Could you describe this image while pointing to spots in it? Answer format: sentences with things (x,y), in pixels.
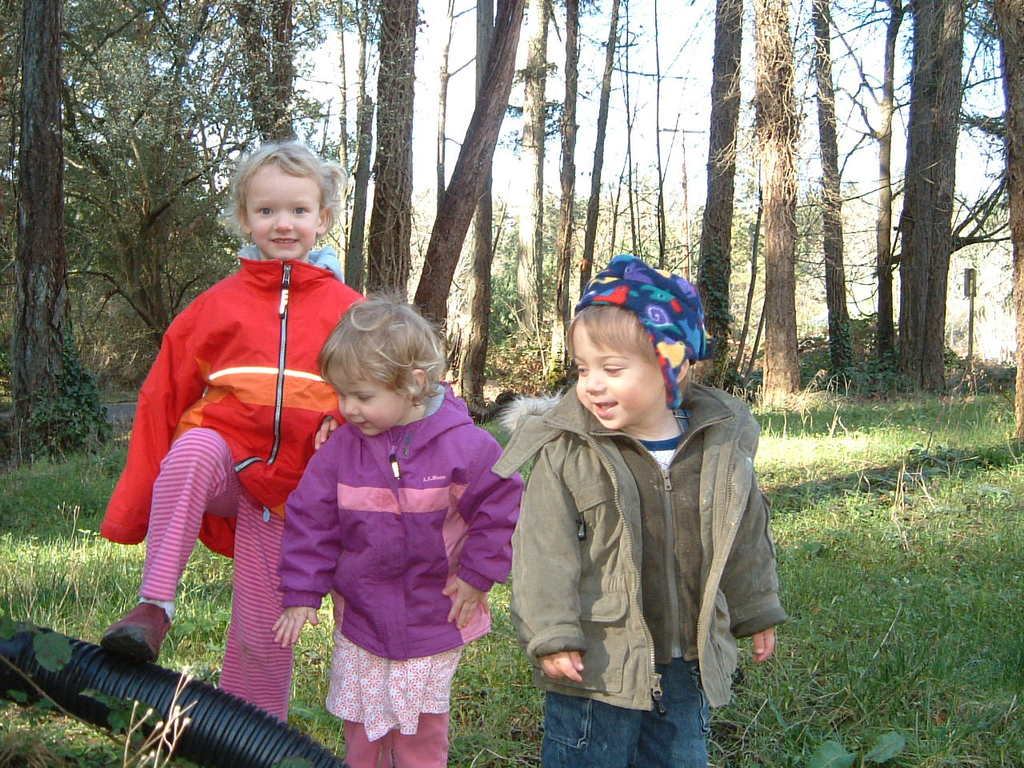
There are three kids (387,502) standing and we can see pipe (201,736) and grass (896,537). Background (8,193) we can see trees (952,47) and sky (686,125).
